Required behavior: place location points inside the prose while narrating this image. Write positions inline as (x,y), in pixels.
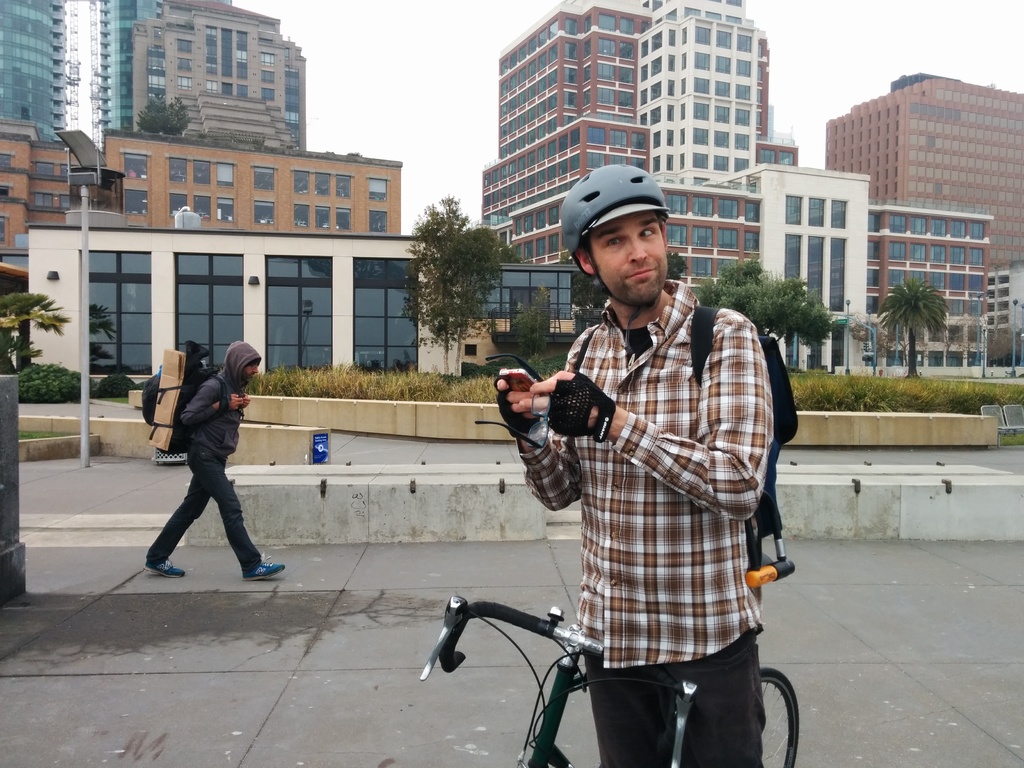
In this image we can see there is a man (582,214) wearing helmet (582,214) standing beside the bicycle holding mobile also there is another man (251,356) standing walking along with backpack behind him. We can also see there are buildings (467,360) and trees (531,333) at their back.
